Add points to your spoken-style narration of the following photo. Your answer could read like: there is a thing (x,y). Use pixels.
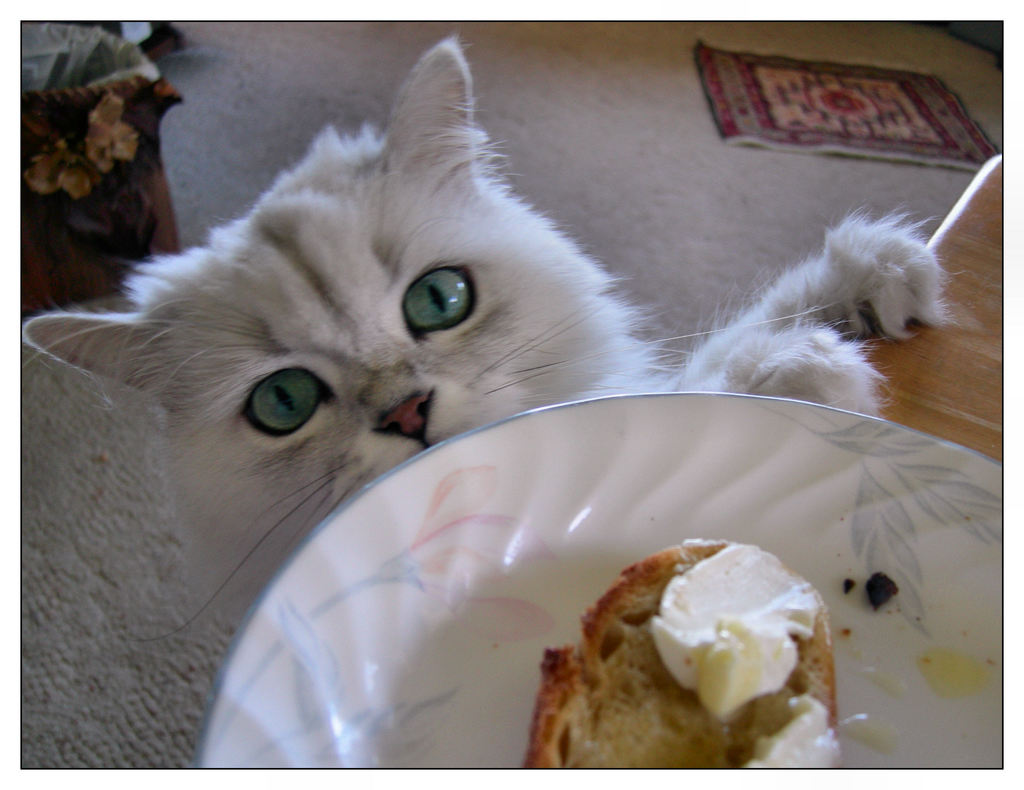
In the center of the image (411,401) we can see a cat (410,334). At the bottom of the image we can see a table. On the table (996,220) we can see a plate (513,755) which contains bread (712,761) with butter (812,703). In the background of the image (49,721) we can see the carpet (699,236), door mat (912,115).
